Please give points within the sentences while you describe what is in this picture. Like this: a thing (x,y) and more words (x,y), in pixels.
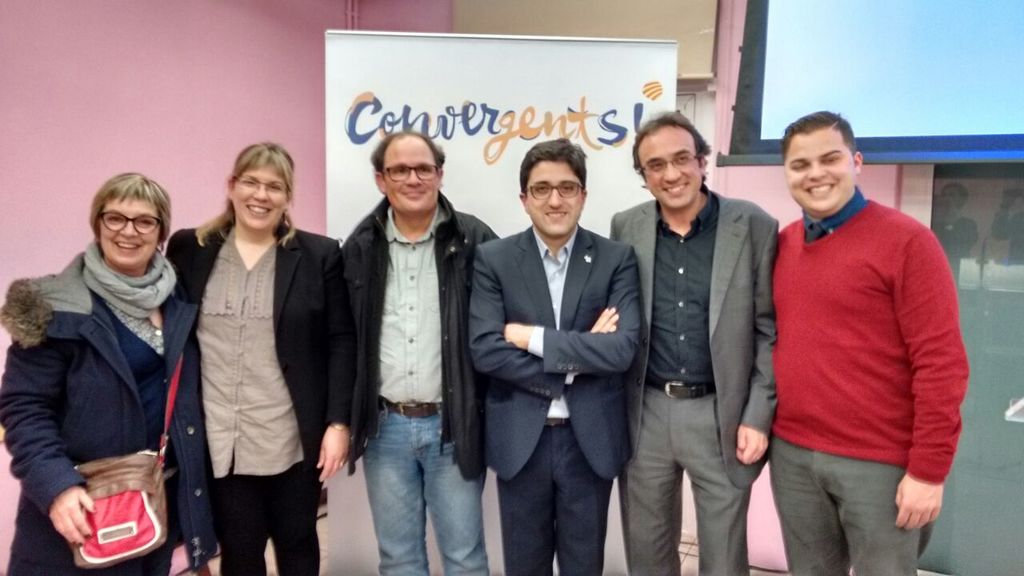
In the picture I can see a group of people (631,380) are standing and smiling. In the background (346,122) I can see a board (427,85) which has something written on it and a projector screen (821,104). On the left side (153,97) I can see a pink color wall (128,141).
